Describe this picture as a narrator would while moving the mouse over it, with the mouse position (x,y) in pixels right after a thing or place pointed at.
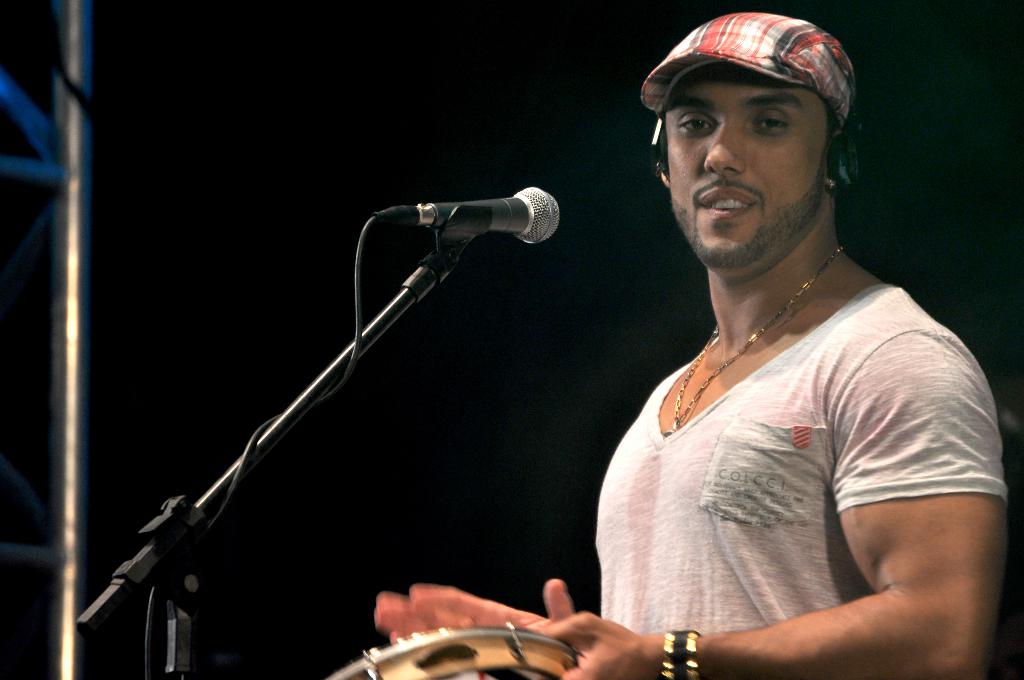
In the image we can see a man (833,470) wearing clothes (828,475), neck chain (729,361), cap (779,52), headsets (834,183), wrist watch (684,672) and he is holding a musical instrument (474,636) in his hand (501,621). Here we can see microphone (514,219) on the stand (383,314) and the cable wires (267,428) and the background (265,169) is dark.
